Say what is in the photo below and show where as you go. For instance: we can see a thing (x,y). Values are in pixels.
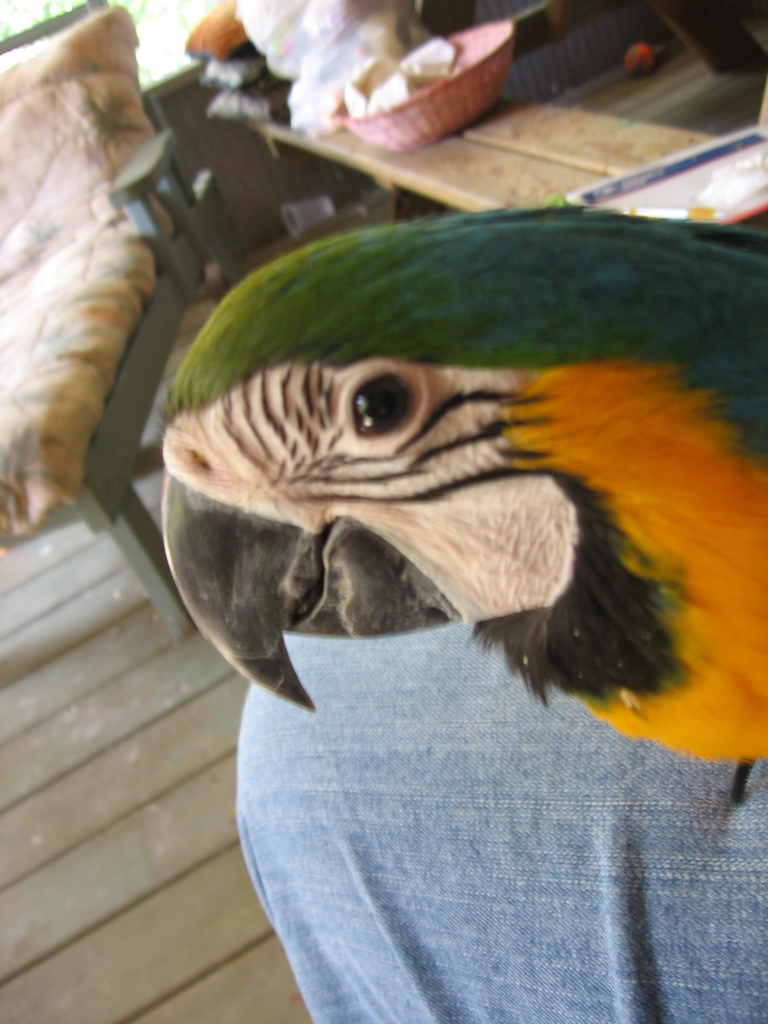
This image is taken outdoors. On the left side of the image (124,789) there is a floor (89,822) and there is a couch (98,325). In the background (397,130) there is a table (495,117) with a basket (466,92) and a few objects (688,188) on it. There are a few things (308,199) on the floor (52,866). On the right side of the image (518,802) there is a person (511,796) and there is a parrot (427,464).
